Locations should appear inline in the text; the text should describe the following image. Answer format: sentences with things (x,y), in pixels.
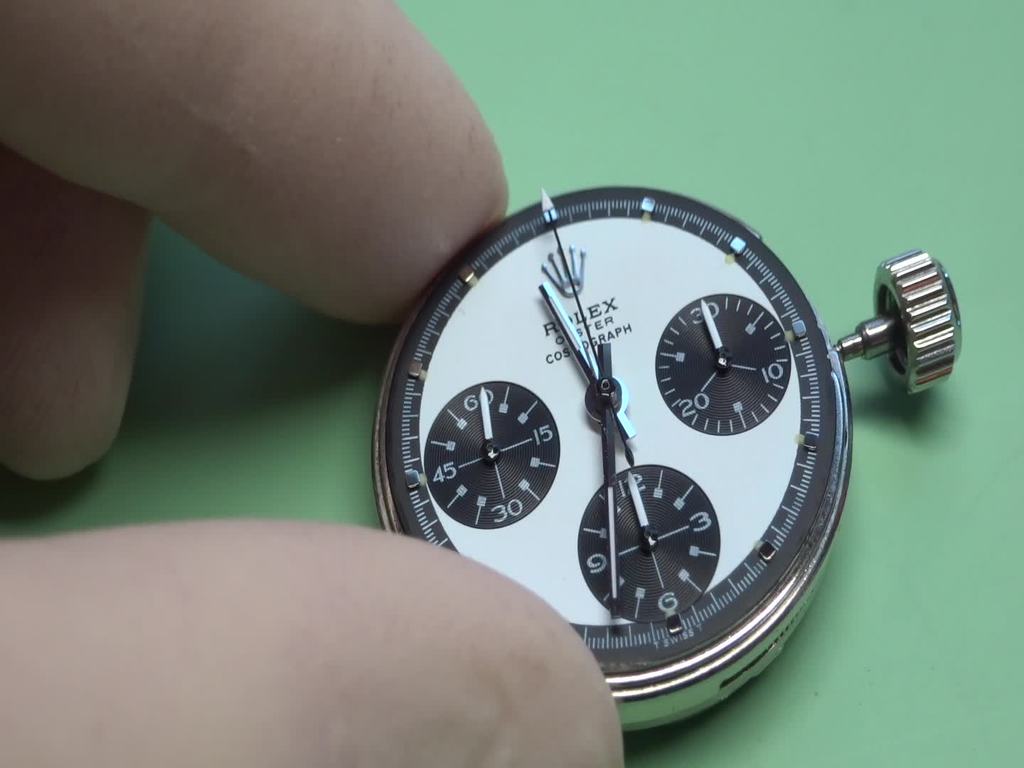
In this image, I can see the person's fingers (353,198) holding a dial (820,410) of a watch (632,448). There is a green background (996,461).
